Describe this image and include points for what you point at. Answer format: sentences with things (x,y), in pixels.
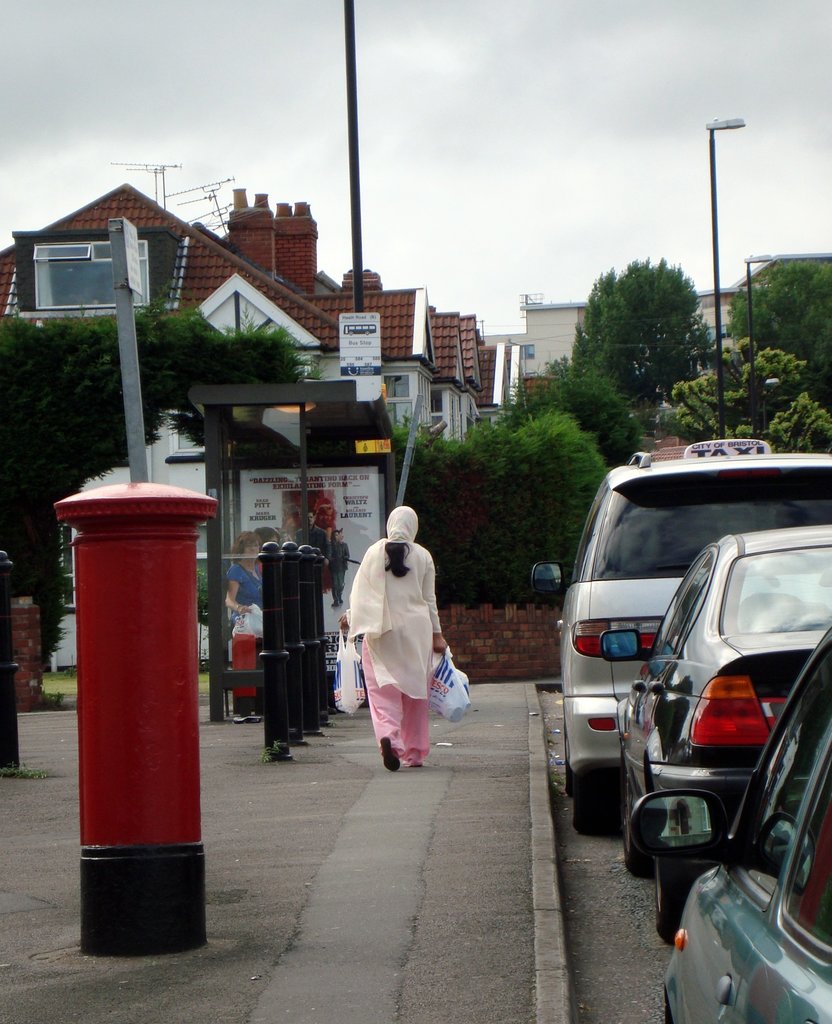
In this image we can see vehicles (743,760) on the right side (743,760). We can see a lady (379,641) walking and she is holding packets (354,667). On the left side (124,641) there is a letterbox (79,774). In the back (270,591) there are poles (294,603). In the background (90,344) there are trees (697,364), buildings (422,355) and light poles (750,289). Also there is sky (410,114) with clouds (569,164).
